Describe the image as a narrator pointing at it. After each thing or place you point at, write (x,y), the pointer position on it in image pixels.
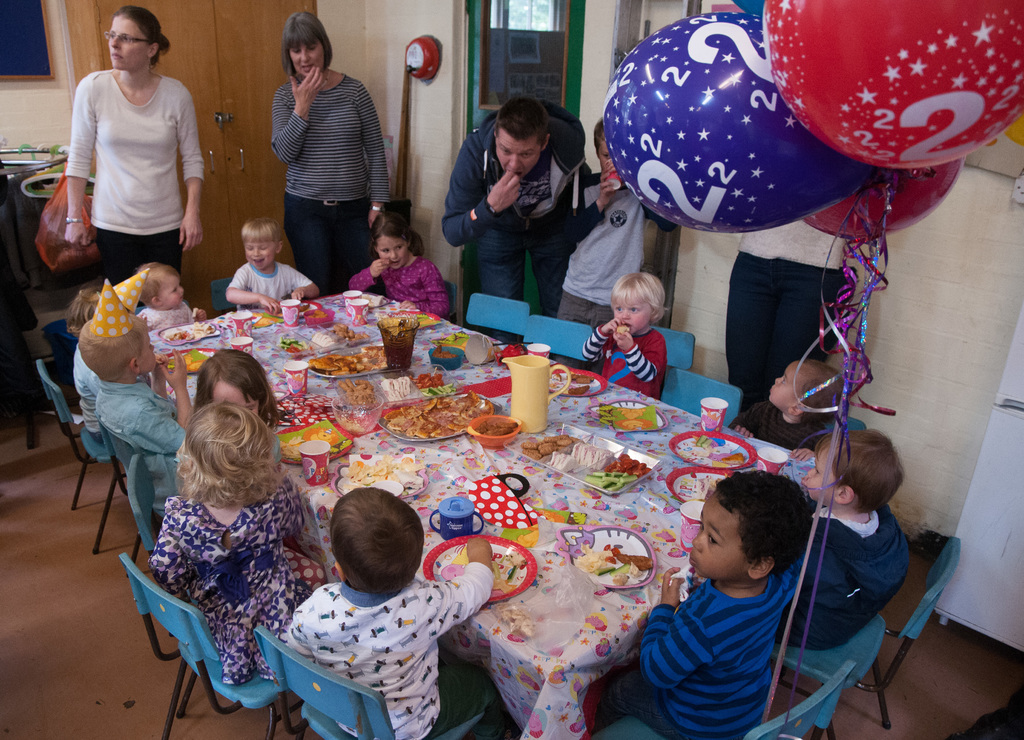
In the center of the image (573,415) there is a table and we can see plates (528,557), bottles (442,514), jars (535,373), bowls (343,420) and some food (405,414) placed on the table (624,591). There are kids (246,577) sitting around the tables (541,551). In the background (561,280) there are people (455,229) standing. We can see balloons (712,190), door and a wall (398,55).
